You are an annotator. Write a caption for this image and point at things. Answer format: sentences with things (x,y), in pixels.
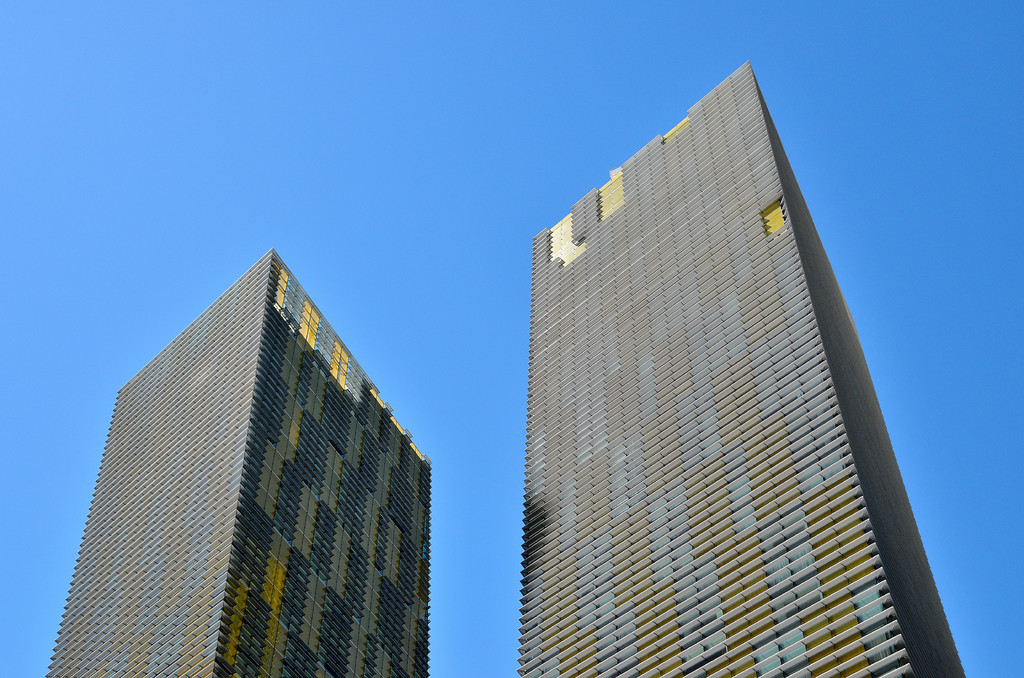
Here we can see two buildings (706,482). In the background (489,95) there is sky (838,137).
